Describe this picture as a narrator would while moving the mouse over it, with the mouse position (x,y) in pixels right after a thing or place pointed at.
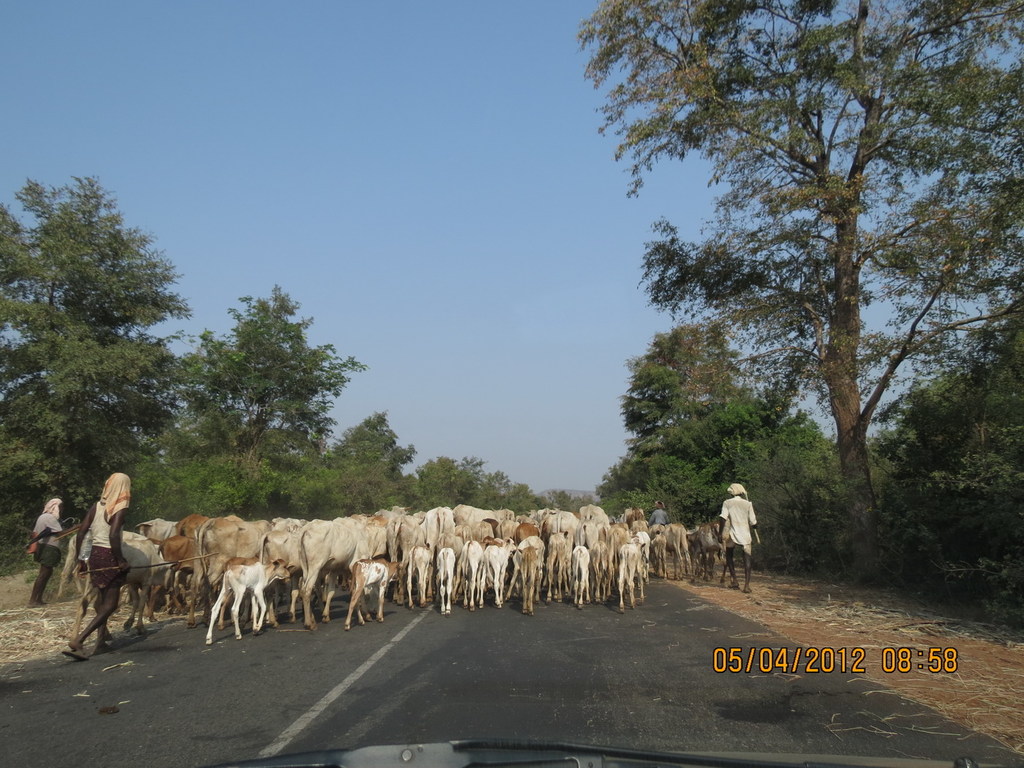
In this picture we can see a group of cows (405,526) and some people (46,562) walking on the road (717,637), stick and in the background (552,362) we can see the sky (587,246).
